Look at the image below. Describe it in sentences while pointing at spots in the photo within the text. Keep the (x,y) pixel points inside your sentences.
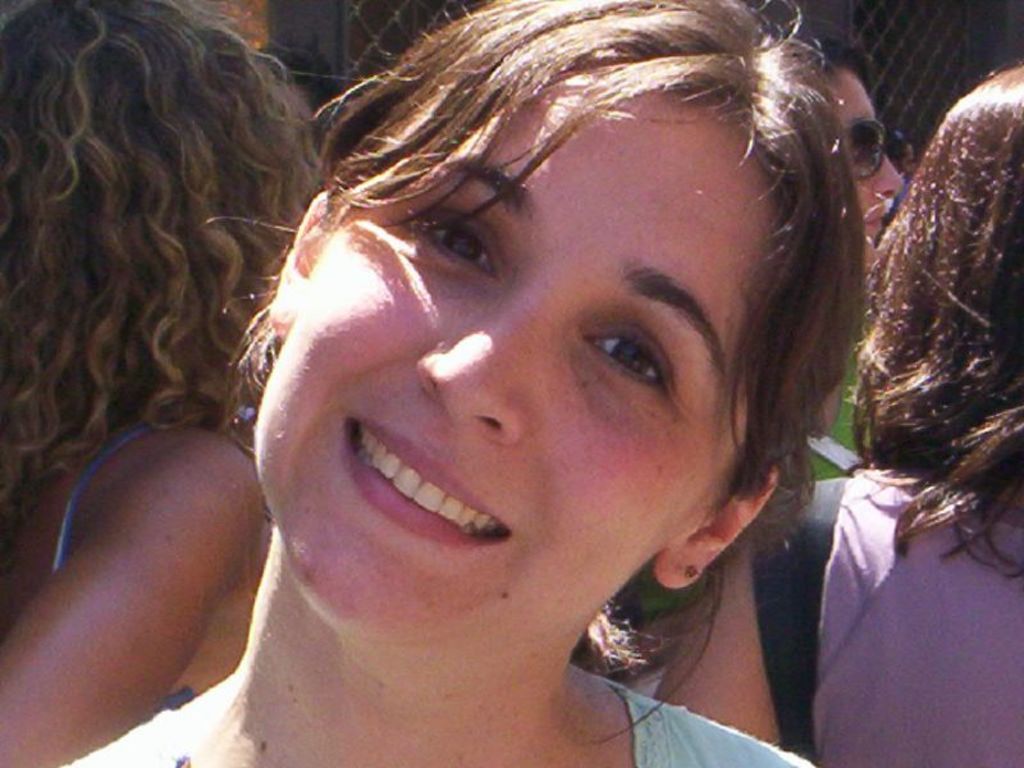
In the center of the image (521,377) we can see a lady (447,647) is smiling. In the background of the image (97,741) we can see the persons (976,356). In the top right corner (909,63) we can see the mesh (898,95).
